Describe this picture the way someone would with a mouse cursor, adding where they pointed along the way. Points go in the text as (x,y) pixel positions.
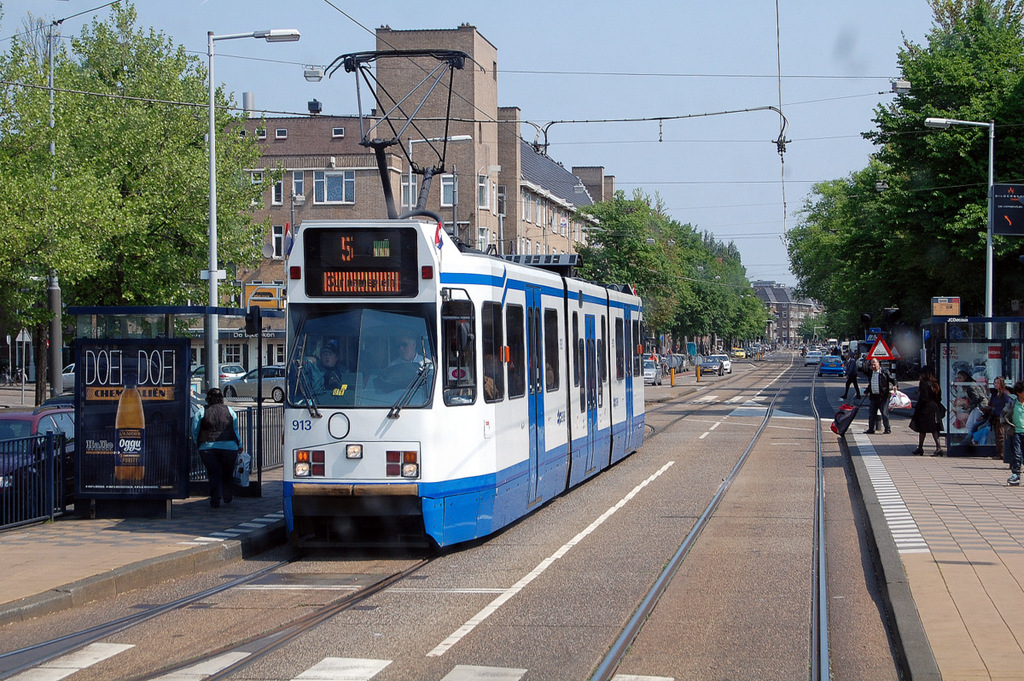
In this image I see a tram (358,281) which is of white and blue color and I see a track (373,570) on the road (371,571) and there are footpaths (81,569) on the either side and there are few people (1023,384) over here. In the background (1007,5) I see a lot of trees (871,264) and buildings (266,239) and the sky (692,65) is blue in color.
